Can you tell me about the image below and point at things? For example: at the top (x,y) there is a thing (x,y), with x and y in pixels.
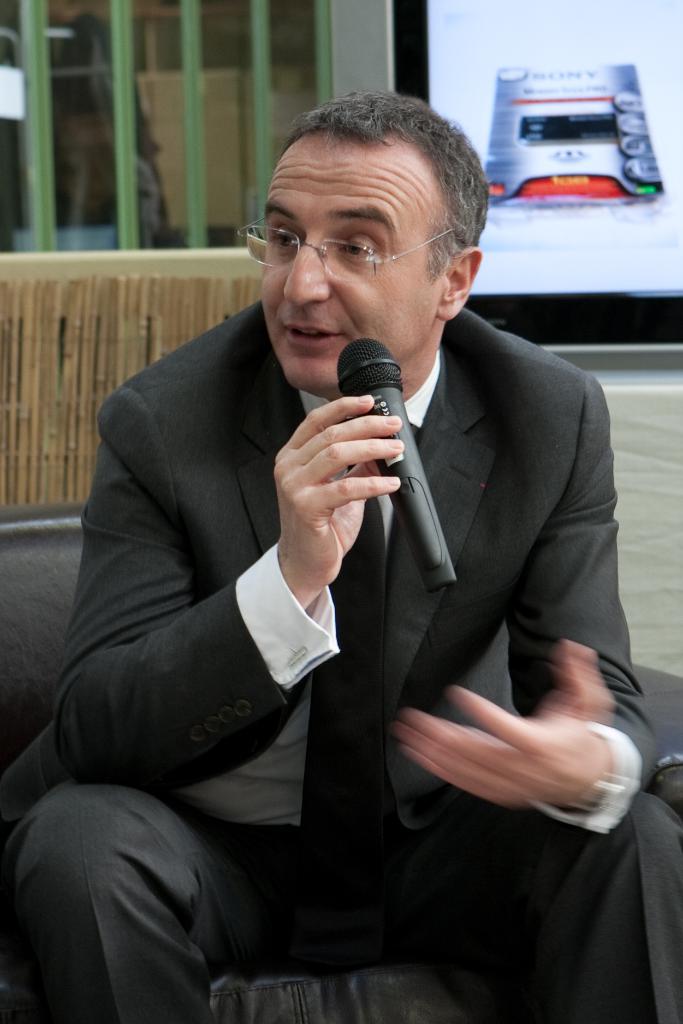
In this image i can see a man (334,575) is sitting on a chair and holding a microphone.
